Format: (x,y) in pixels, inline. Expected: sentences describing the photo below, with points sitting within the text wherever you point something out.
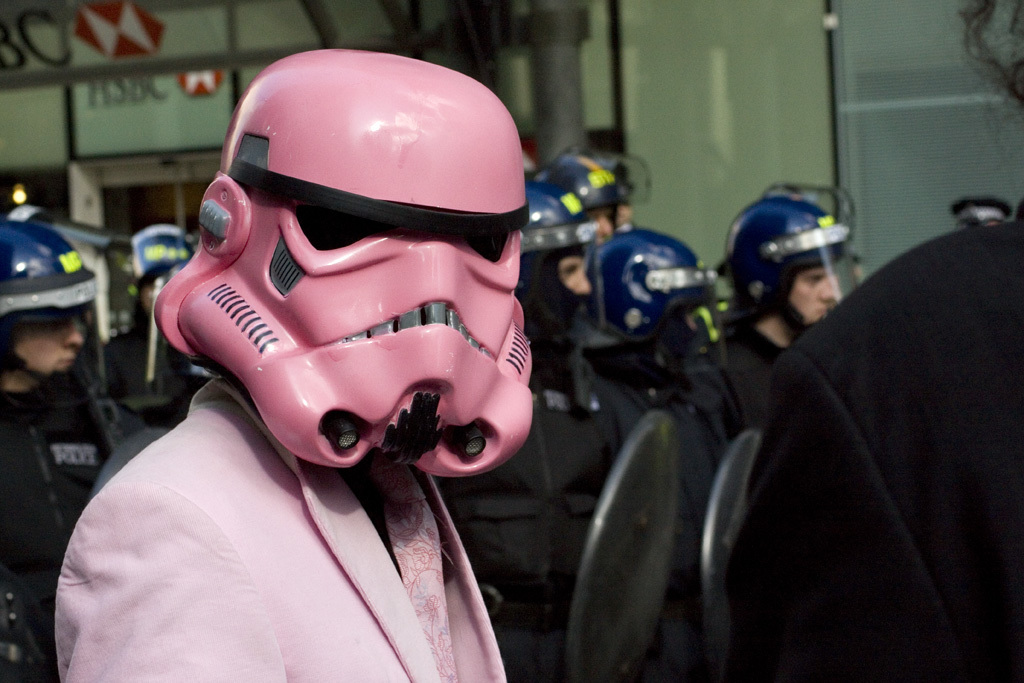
In this image there is a person (276,557) who is wearing the pink color suit (288,610) is wearing the pink color mask (365,266). In the background (660,365) there are few officers (612,390) who are standing by wearing the jackets (572,461), helmets (579,239) and holding the shields (657,513). On the left side (61,58) top there is a building (75,51) on which there is some script (44,58).
